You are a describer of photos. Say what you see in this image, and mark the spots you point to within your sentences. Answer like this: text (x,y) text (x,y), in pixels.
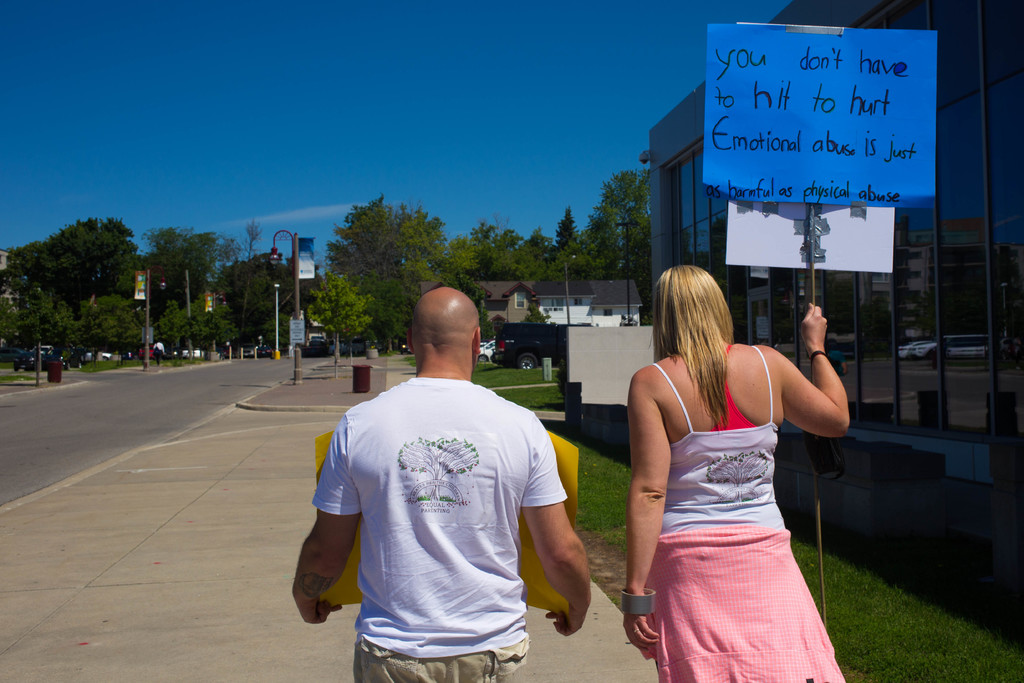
In this image we can see two persons (702,527). Here we can see a woman (668,579) on the right side (702,613) and she is holding the board pole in her right hand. Here we can see a man (510,430) on the left (304,596) and he is holding the cardboard (558,443) in his hands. Here we can see the houses (579,300) and vehicles (581,325) on the right side (934,287). Here we can see the trees (142,303) on the side of the road (104,413). This is a blue sky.
